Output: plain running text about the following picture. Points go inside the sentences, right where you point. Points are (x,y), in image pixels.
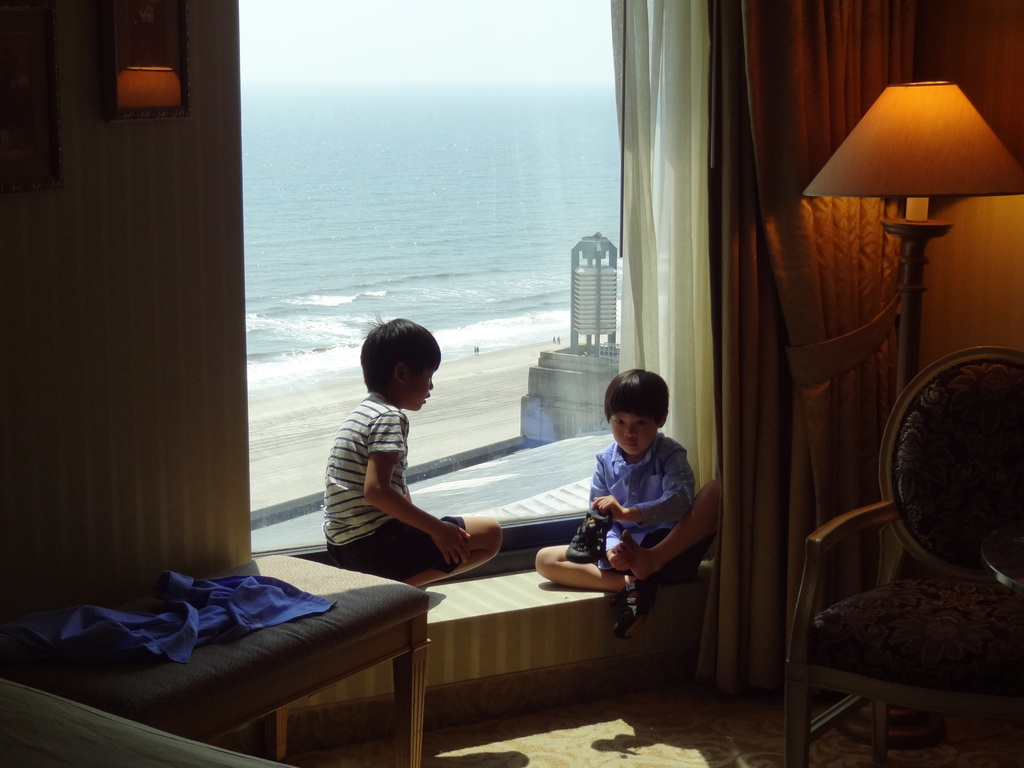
This image is clicked inside a room (157,150). There is a beach (391,290), there is a lamp (163,99) on the left side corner and there is also a lamp (928,174) on the right side (893,112) corner, there is a chair (880,625) on the right side (941,462) corner, there is table (314,655) on the left side (325,621) which has a cloth (164,598) on it, there are two kids (397,568) sitting in the middle (627,430), behind them there is a white curtain (677,263).
